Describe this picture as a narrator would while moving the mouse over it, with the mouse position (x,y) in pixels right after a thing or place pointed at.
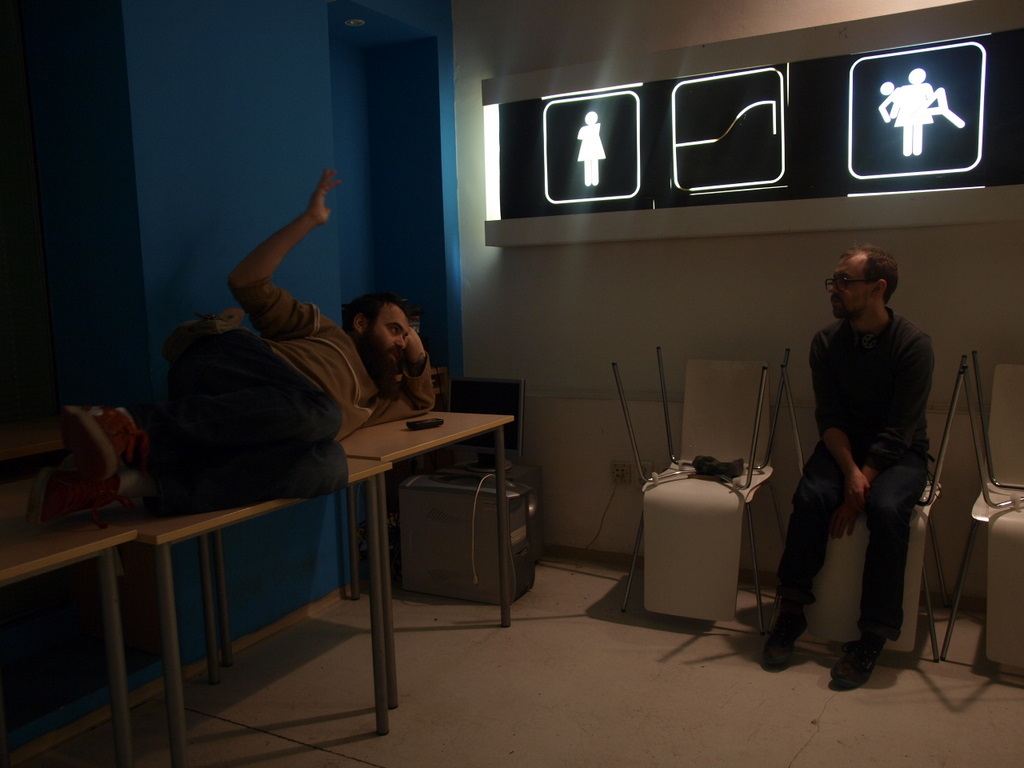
In this image I see 2 men (325,367) in which this man (856,407) is sitting over here and this man (373,395) is lying on these tables (351,476) and I see few more chairs (664,534) and I see the wall (584,277) which is of white and blue in color and I see the floor (457,657) and I see few depiction pictures (694,127) of persons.
